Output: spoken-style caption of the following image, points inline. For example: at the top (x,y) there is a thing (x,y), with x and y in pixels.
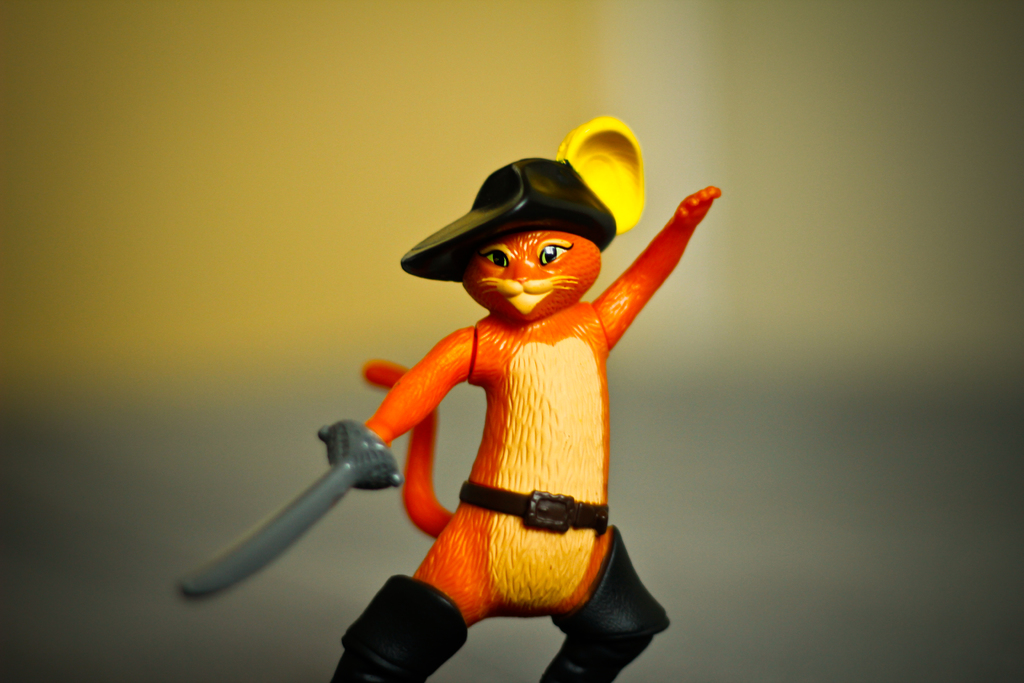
In this image the background (244,352) is a little blurred. In the middle of the image (503,318) there is a toy cat (565,523).
